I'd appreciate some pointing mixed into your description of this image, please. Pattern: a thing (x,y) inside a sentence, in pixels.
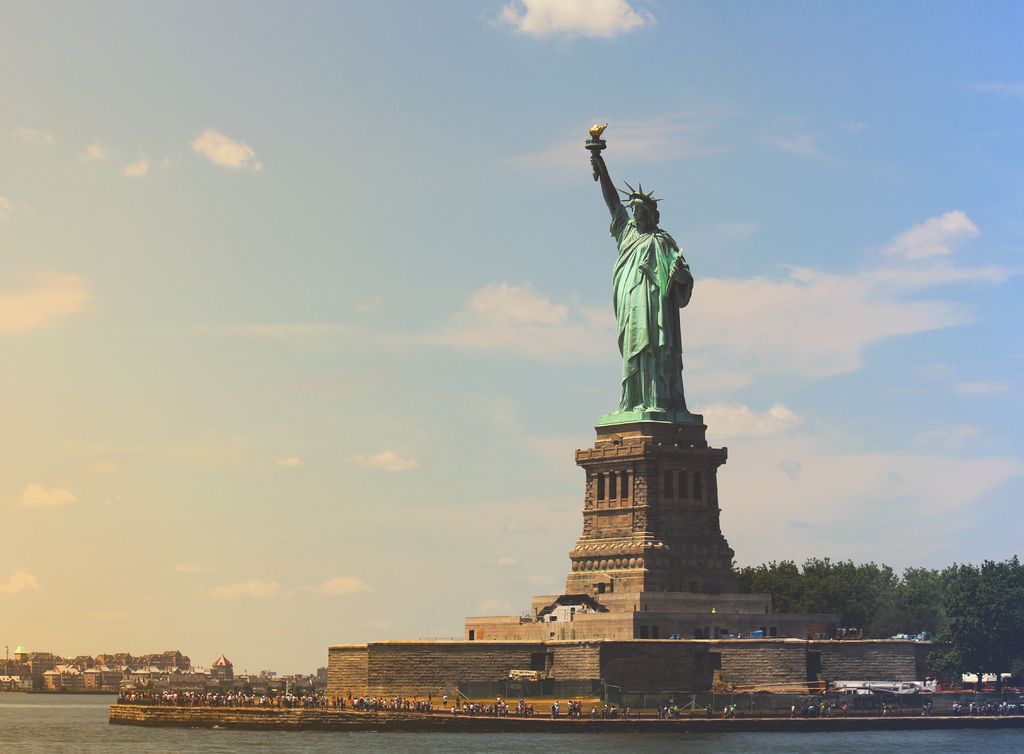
In this image we can see a statue (649,250), pedestal (646,531), persons (243,702) standing on the floor (206,702), water (105,701), buildings (247,682), trees (803,586) and sky (409,398) with clouds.
